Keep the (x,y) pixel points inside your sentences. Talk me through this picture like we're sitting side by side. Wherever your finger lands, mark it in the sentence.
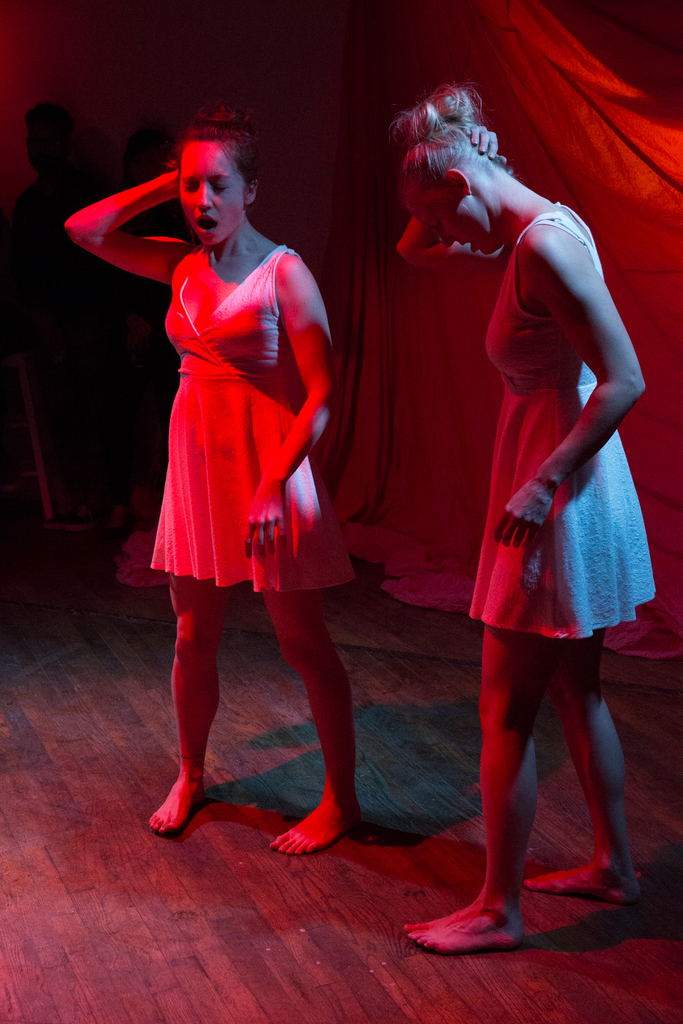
In this image, I can see two women (294,551) standing. This looks like a wooden floor (194,851). In the background (378,155), I think this is a cloth (628,236). On the left side of the image (114,365), I can see two people (62,184) standing.
